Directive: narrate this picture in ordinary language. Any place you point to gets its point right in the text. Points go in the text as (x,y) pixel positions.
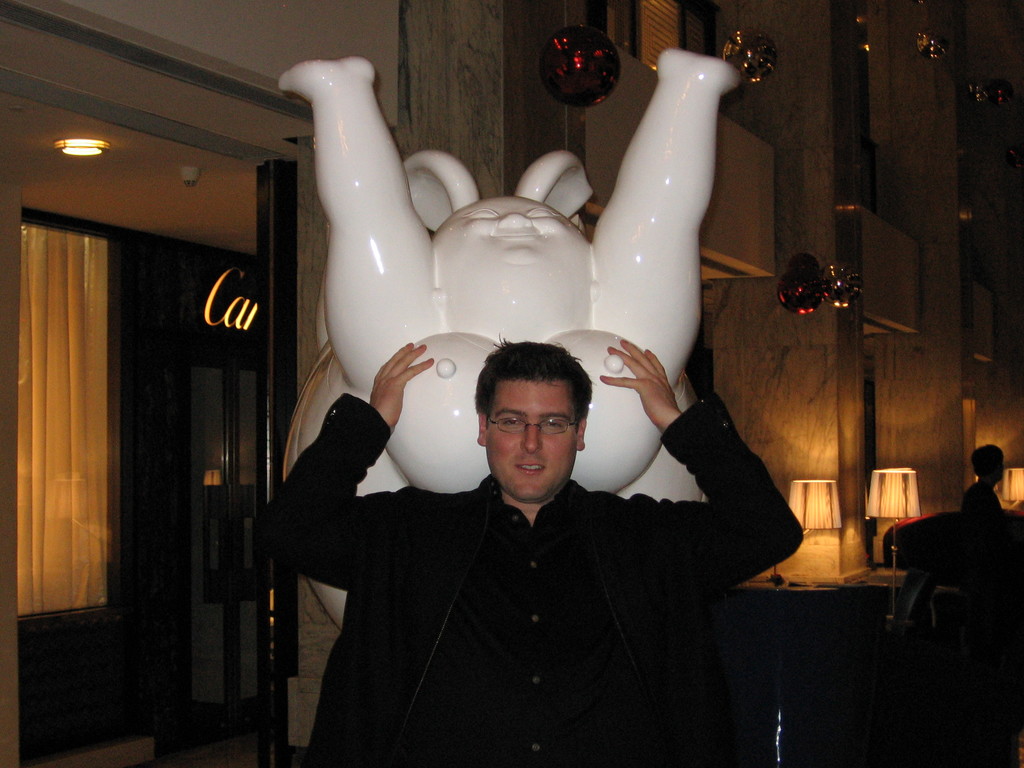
In the center of the image (383,385) there is a person (615,696) standing. In the background of the image (857,433) there is a building (176,285).
